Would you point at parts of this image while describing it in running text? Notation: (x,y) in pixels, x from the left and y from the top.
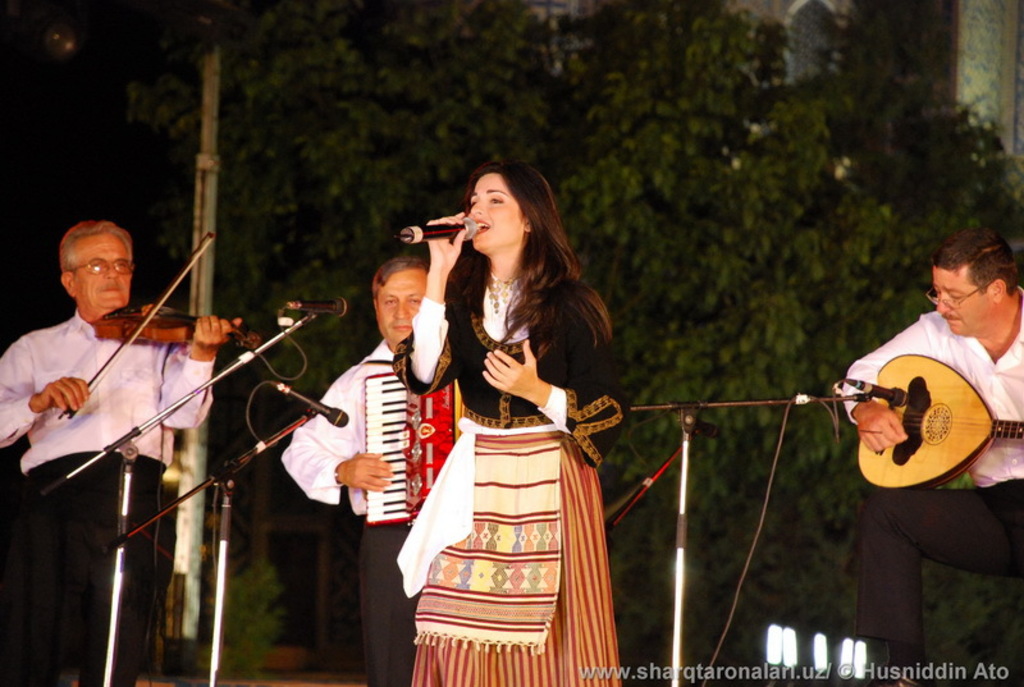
There is a woman (541,453) with gown (526,492) singing on mic (453,225) in the front (458,232) and three men (340,387) playing other musical instruments (909,448) in front of mic (883,394) and on background (472,116) there are trees (820,180) and lights (795,652).
